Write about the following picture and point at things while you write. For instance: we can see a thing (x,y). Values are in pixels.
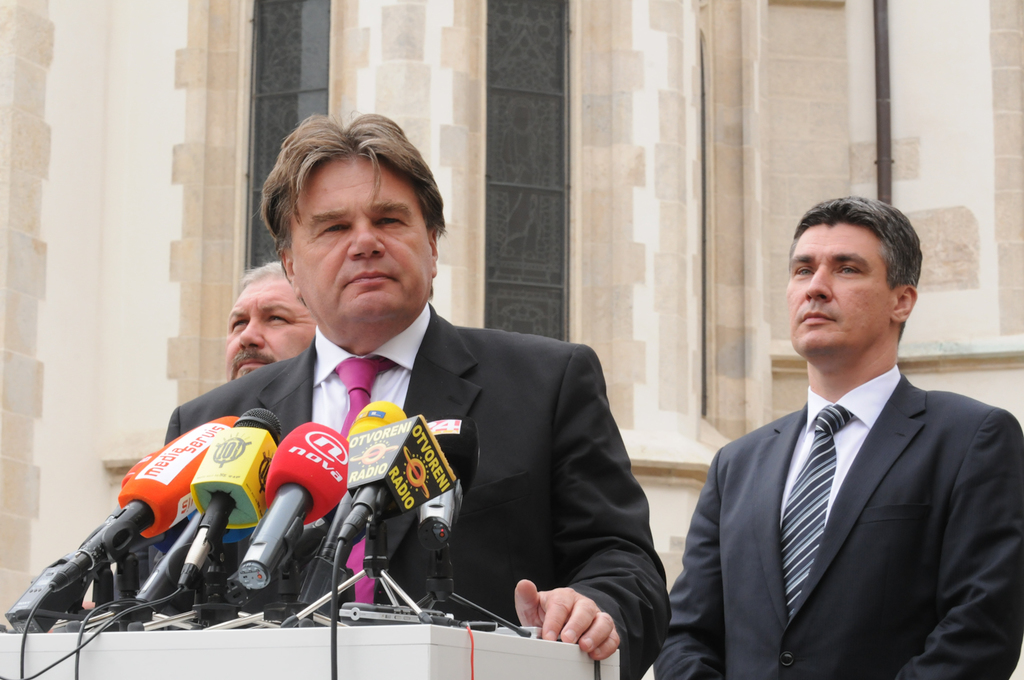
In the foreground of this image (450,397), there is a man (456,412) wearing suit (531,549) is standing in front of a podium (362,634) on which there are mics (135,503). Behind him, there are two men (900,471). In the background (581,88), there is a wall (480,93) of a building (272,26).
